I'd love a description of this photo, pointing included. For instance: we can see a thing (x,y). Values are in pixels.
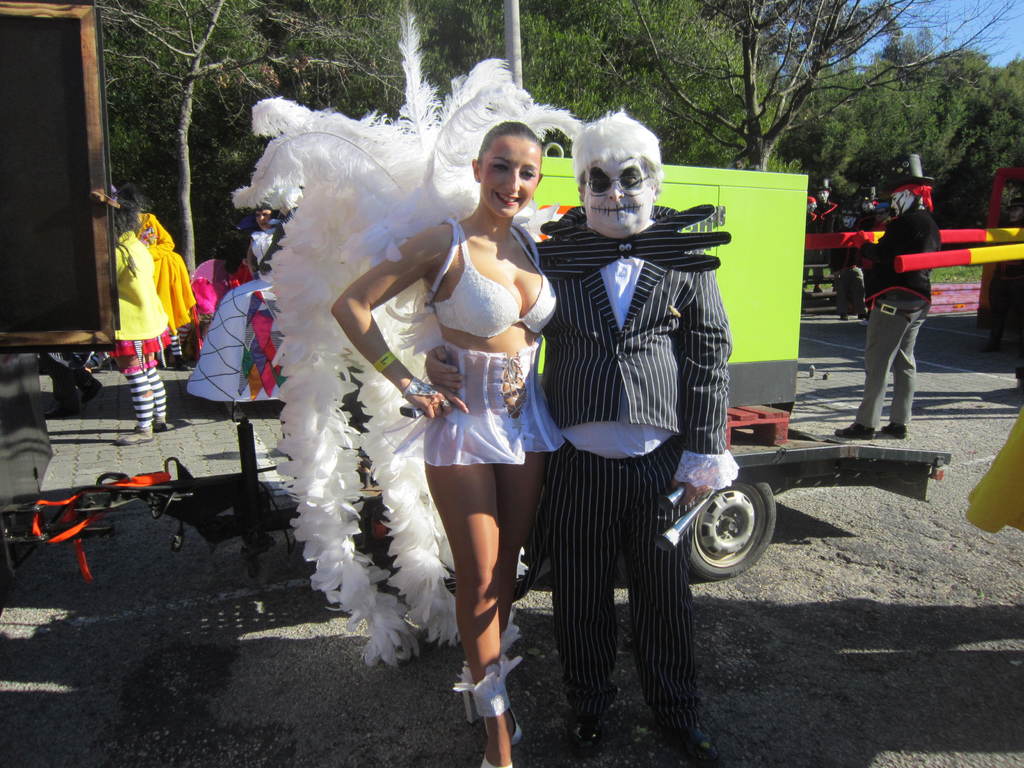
In this picture there is a man (638,552) and a woman (468,481) in the center of the image (555,449), they are wearing costumes (401,168) and there are other people (143,250), vehicles (550,180) and trees (136,150) in the background area of the image (535,195).
